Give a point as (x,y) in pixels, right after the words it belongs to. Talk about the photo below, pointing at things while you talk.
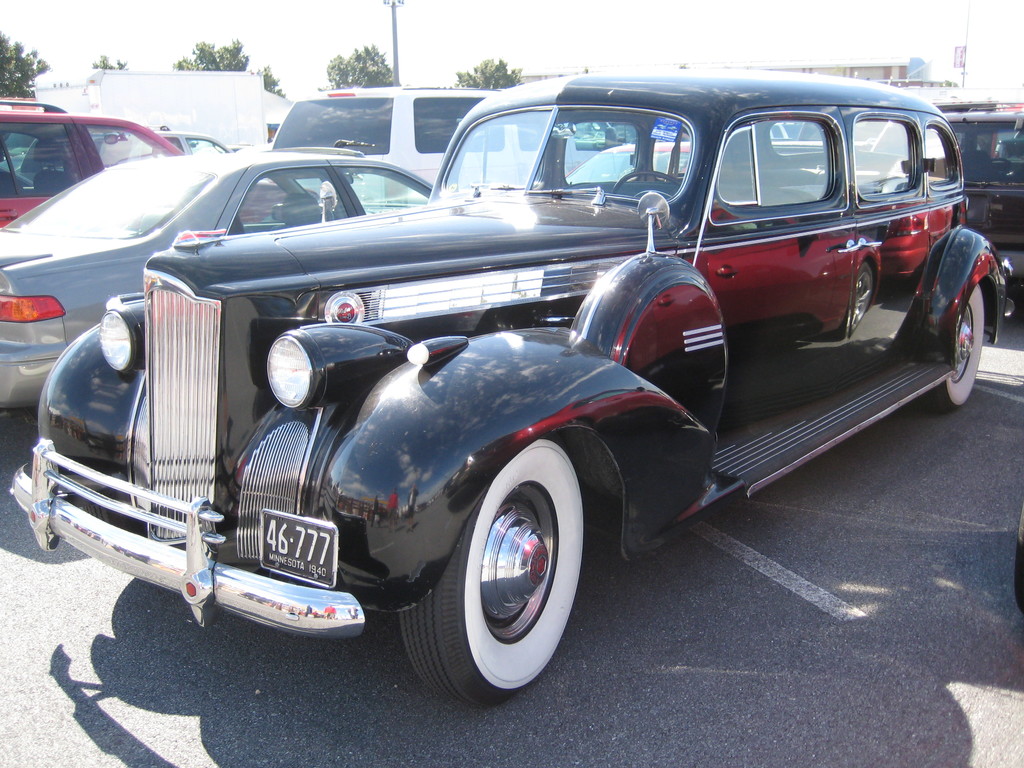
In this image we can see cars (749,404) parked on the road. In the background (240,50), we can see trees (207,49), pole (398,54), buildings (896,77) and the sky (606,8).
